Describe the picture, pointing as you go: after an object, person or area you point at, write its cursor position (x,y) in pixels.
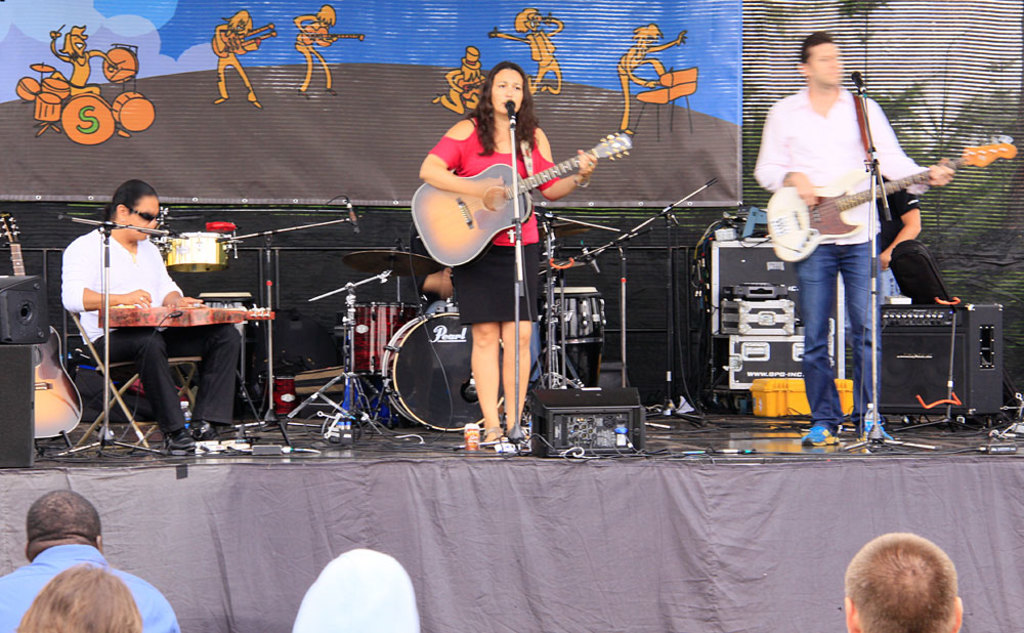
The picture is clicked in a musical concert. Here there are three people (828,65), among them two are playing a guitar (477,197) and another person (155,276) is playing a musical instrument (185,316). We find various black boxes (733,335) in the background (738,294) which are the sound system (20,419). We can find the spectators (84,532) who are viewing down on the floor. In the background (210,125) there is a poster (242,192) which resembles the musician band (529,37).
